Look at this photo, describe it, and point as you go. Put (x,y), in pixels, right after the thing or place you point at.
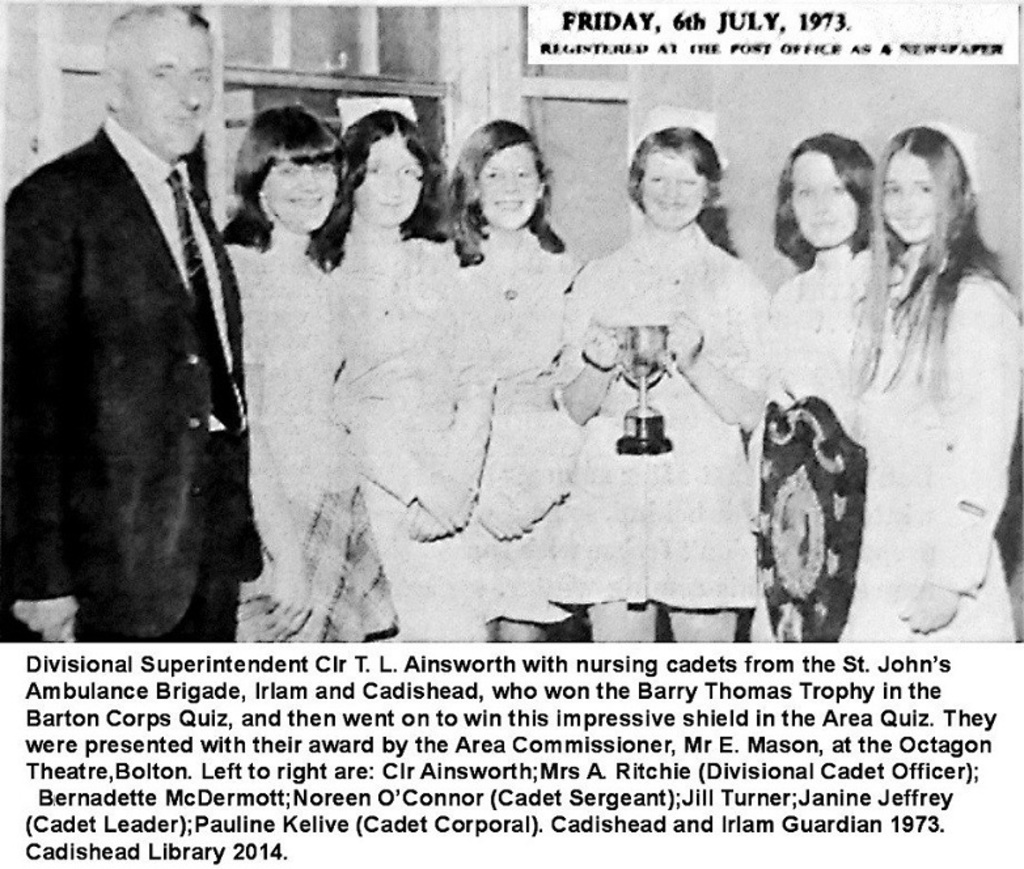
This a poster where we can see persons (144,368) standing and posing to a camera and on the bottom (256,788), there is some text (226,794).
